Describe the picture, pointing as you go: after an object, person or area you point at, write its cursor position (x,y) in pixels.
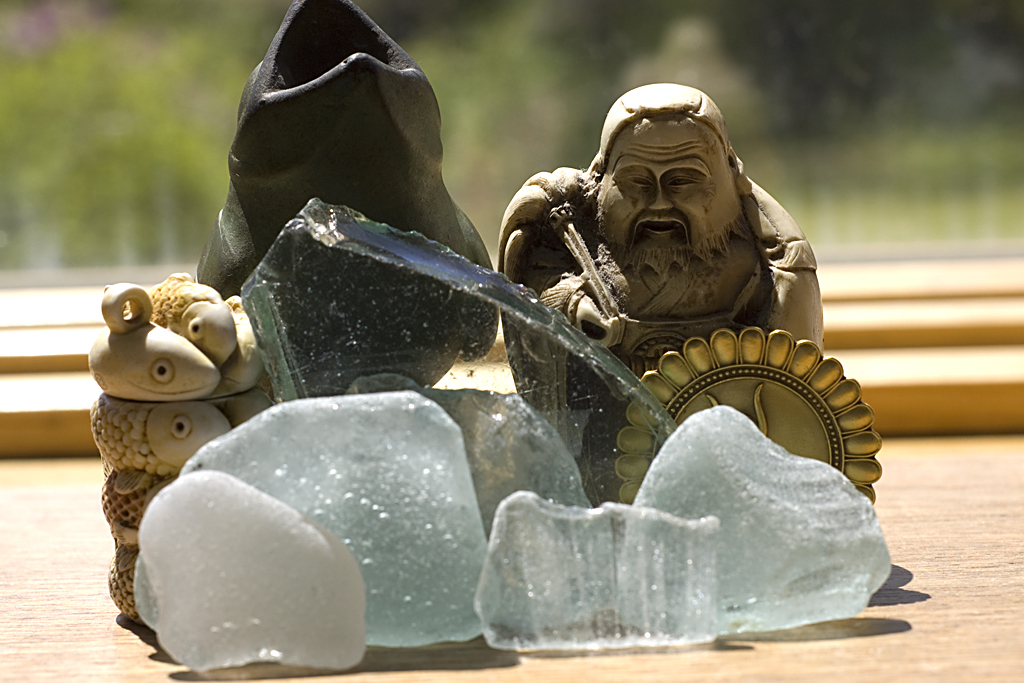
In this image we can see statues (782,252). Also there are stones (486,429) and glass piece (459,324). In the background (673,60) it is blur.
